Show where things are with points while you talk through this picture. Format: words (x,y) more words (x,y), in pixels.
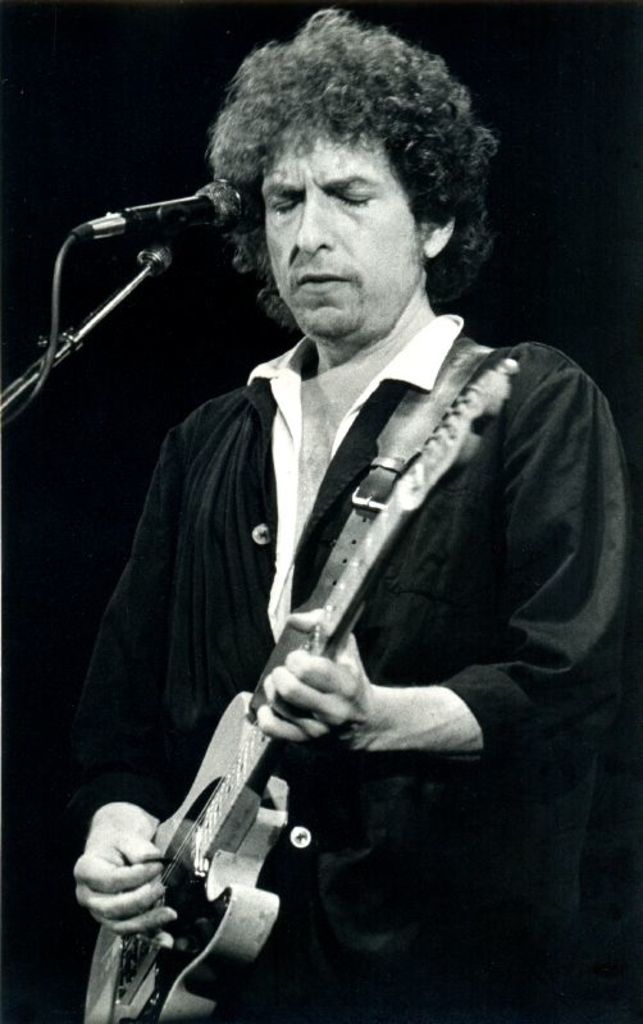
In this picture we can see a man (501,601) wearing a black gown (511,643) and curly hair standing and playing a guitar (247,753) with his fingers (125,907) and a microphone stand (143,261) beside him.
